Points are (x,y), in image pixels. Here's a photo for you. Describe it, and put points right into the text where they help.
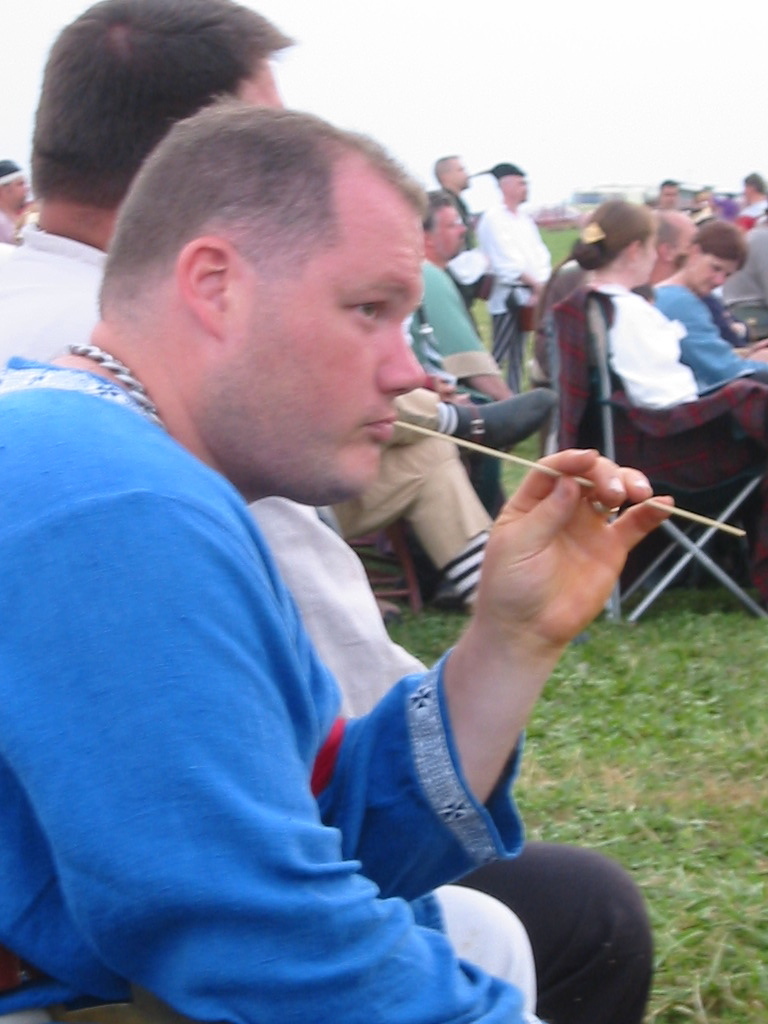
In the image on the left (128,676) we can see two persons (607,476) were sitting and the front person (550,485) is holding stick (516,458). In the background (516,103) we can see sky (719,126), clouds (722,115), building (615,193), grass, few peoples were sitting and few peoples (522,320) were standing.
